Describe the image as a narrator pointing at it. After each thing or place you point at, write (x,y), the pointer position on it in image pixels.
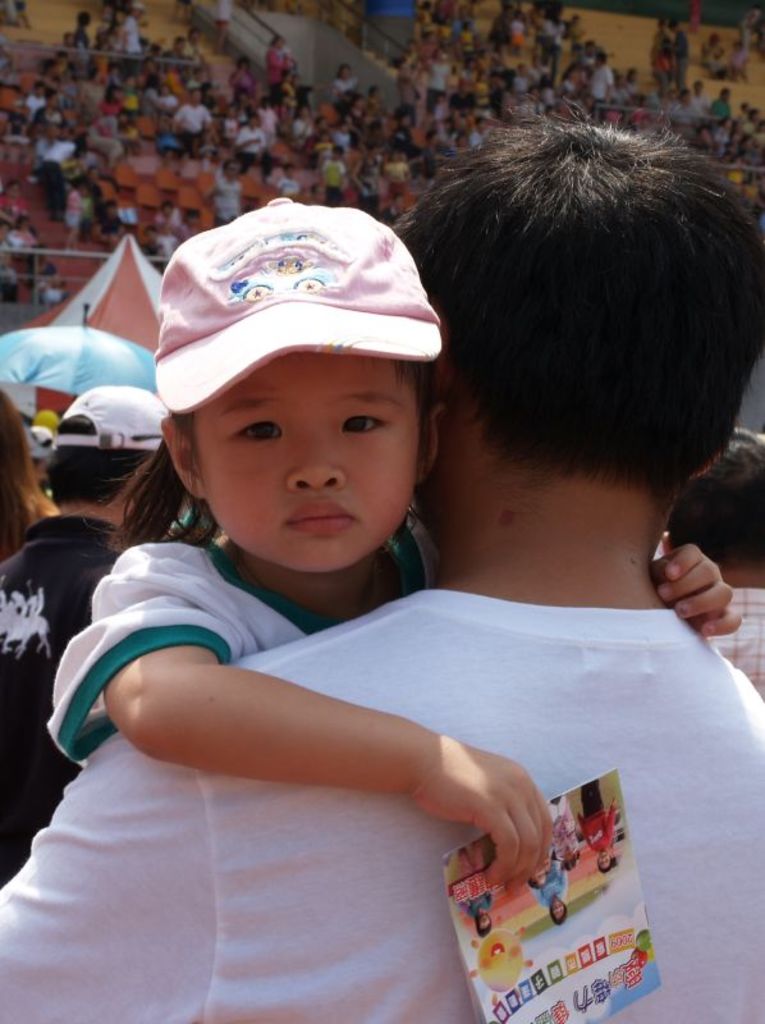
This image consists of a small kid (272,553) wearing a pink cap (270,322). And a man (536,693) wearing white T-shirt (391,834). In the background (684,42), there are many people (245,122). It looks like a stadium (88,178).
